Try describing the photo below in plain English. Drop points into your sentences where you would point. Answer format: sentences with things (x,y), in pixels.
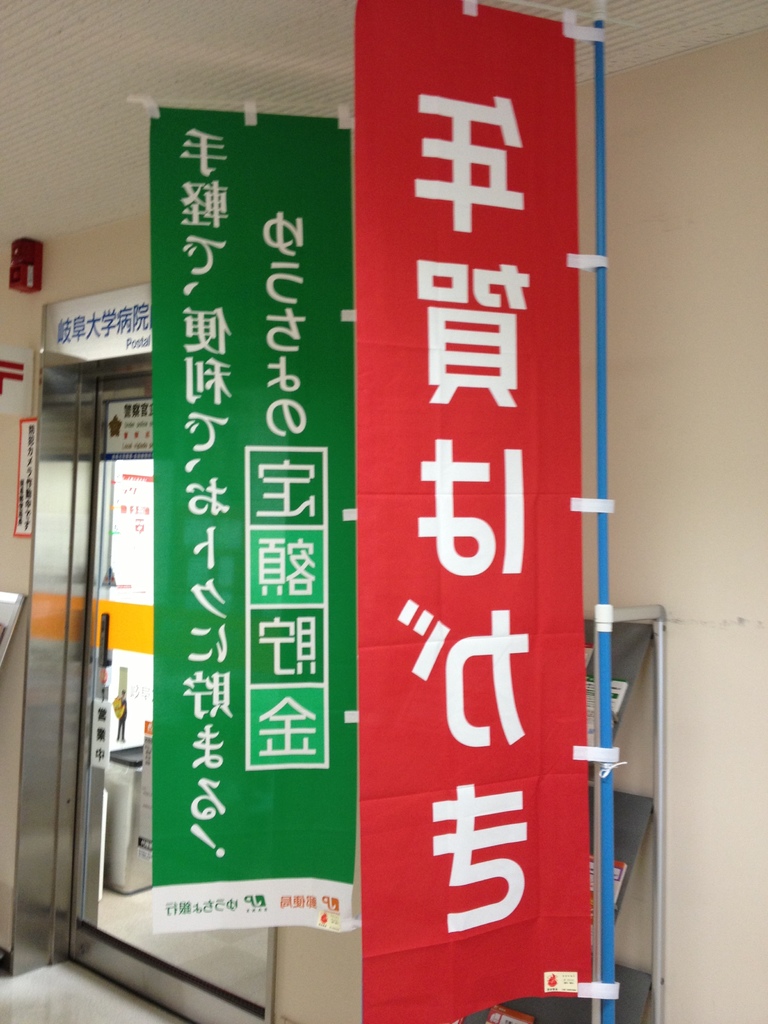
On the right side (546,731) these are the two clothes (467,592) in red color and green color. On the left side (120,846) there is a glass wall (130,765).
